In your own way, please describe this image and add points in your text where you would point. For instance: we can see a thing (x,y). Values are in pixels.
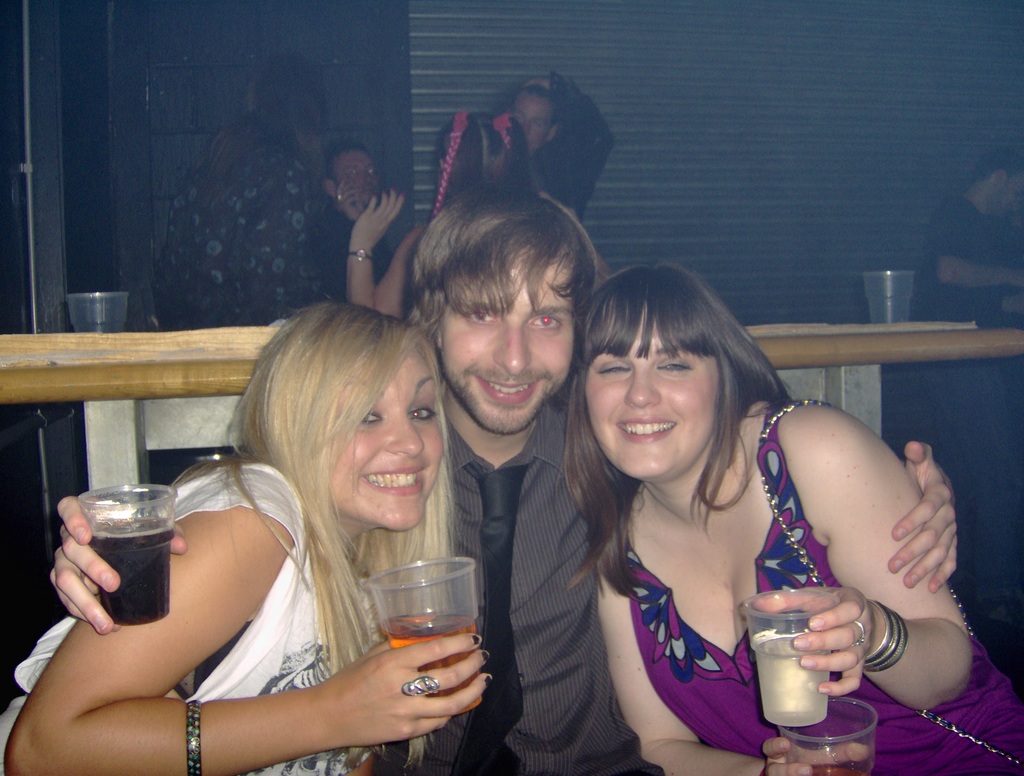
This picture is clicked inside. In the foreground (471,302) we can see the two women (689,520) and a man (498,399) wearing shirt (553,604), tie (501,522) and all of them are smiling, holding glasses (430,596) of drinks (109,550) and seems to be sitting. In the background (148,405) we can see a wooden table (155,365) on the top of which glasses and some items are placed and we can see the group of persons (541,132) and we can see the wall (369,51).
